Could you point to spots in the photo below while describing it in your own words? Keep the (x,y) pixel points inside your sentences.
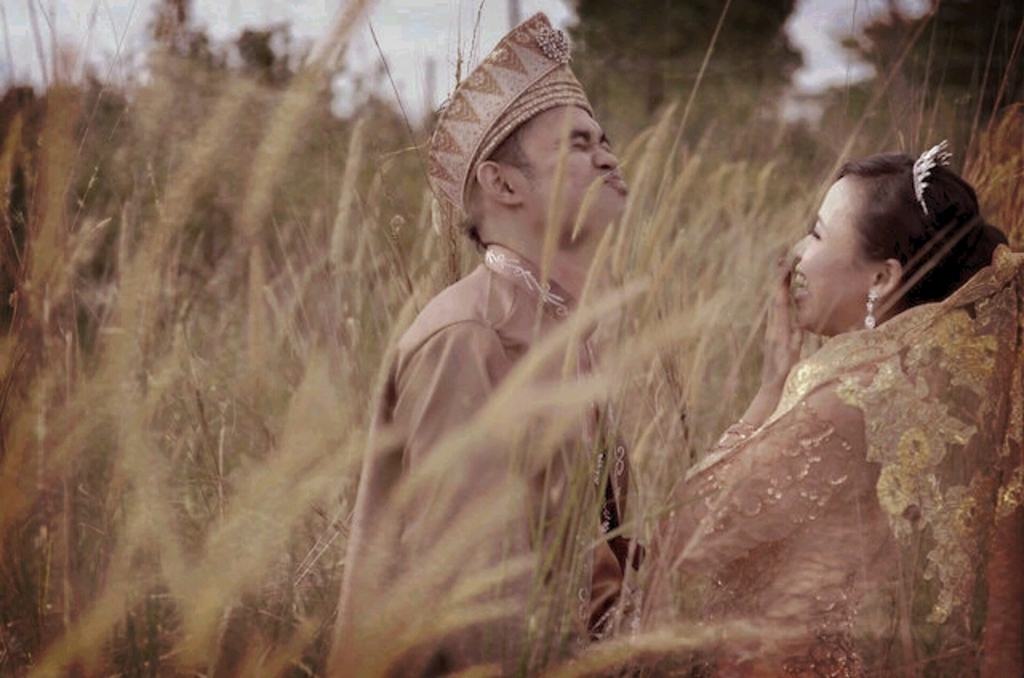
In the middle of the image (418,382) two persons (497,645) are standing and smiling. Behind them there is grass (154,157) and there are some trees (670,34). At the top of the image (412,91) there is sky (803,38).
